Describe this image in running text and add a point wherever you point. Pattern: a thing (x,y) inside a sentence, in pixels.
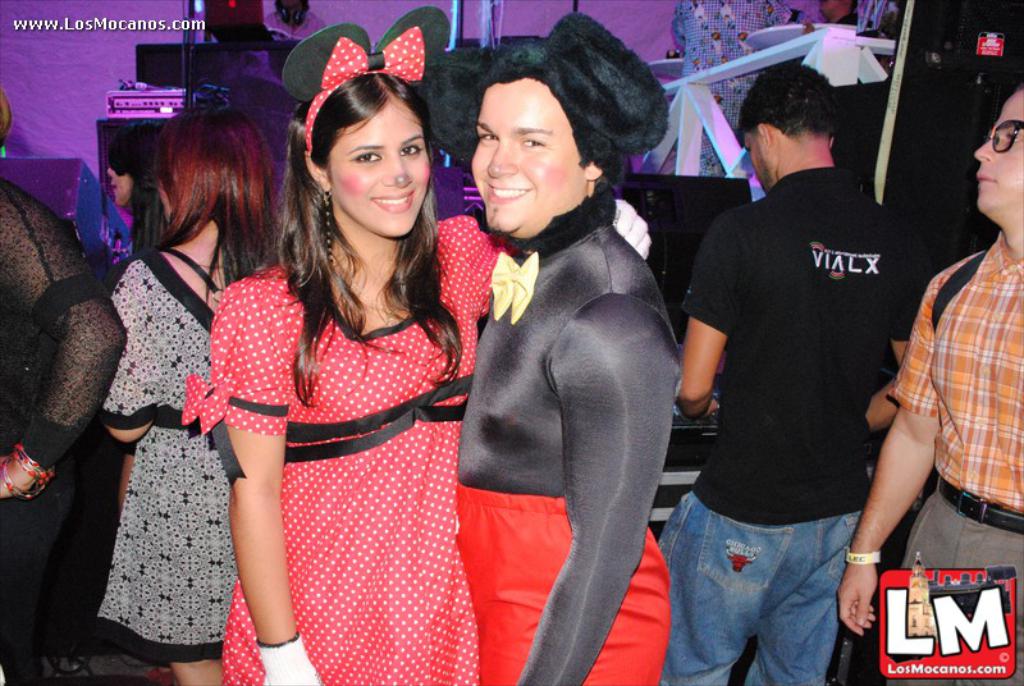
In this picture we can observe two members (572,313). One of them is a woman (361,394) wearing red color dress (334,399) and the other is a man (485,443) wearing black and red color costume (560,334). Both of them were smiling. There are some people (201,342) standing in this picture. We can observe watermarks (925,617) on this image.
